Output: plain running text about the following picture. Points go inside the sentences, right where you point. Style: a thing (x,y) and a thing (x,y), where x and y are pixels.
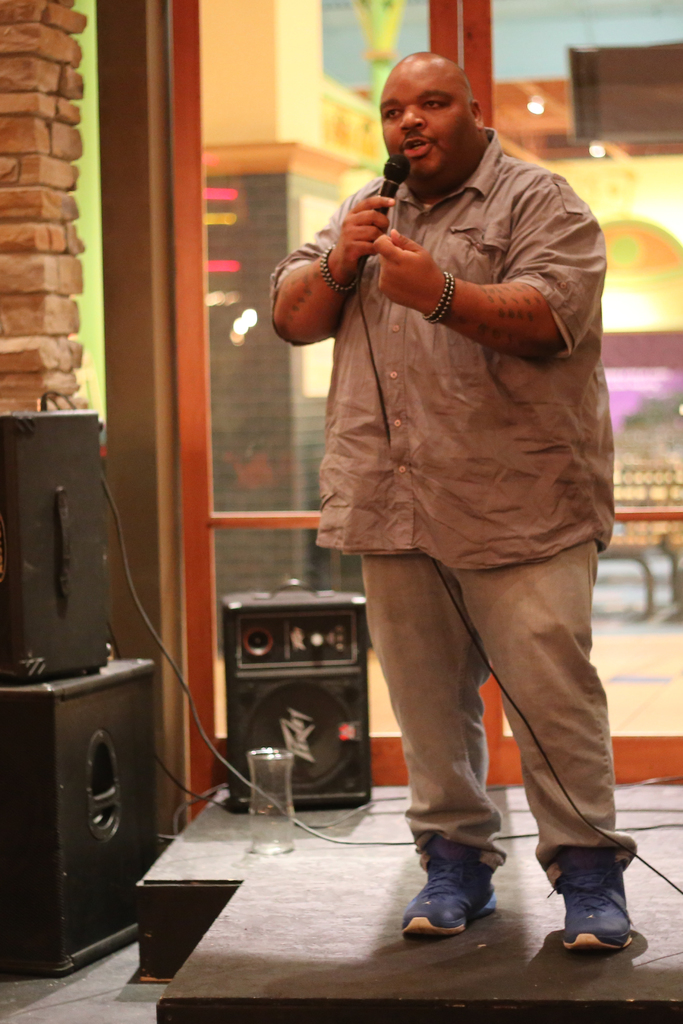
In this image I see a man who is holding a mic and standing on the stage (362,813). In the background (393,770) I see the speakers (325,592), wall (35,381) and the window (195,371).
